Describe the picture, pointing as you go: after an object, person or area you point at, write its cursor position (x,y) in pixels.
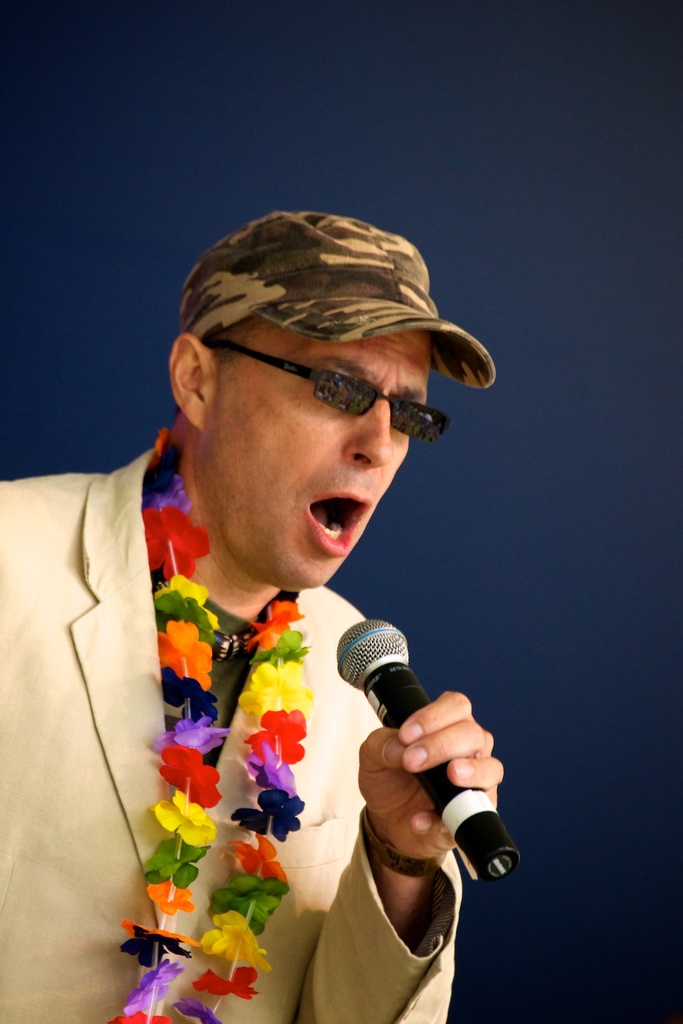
in this picture we can see a man (343,284) wearing a suit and glasses (351,399), and holding a microphone (377,656) in his hand (408,750) and he is singing, and he is wearing a garland (194,635), and at back (562,365) there is the wall (507,215).
